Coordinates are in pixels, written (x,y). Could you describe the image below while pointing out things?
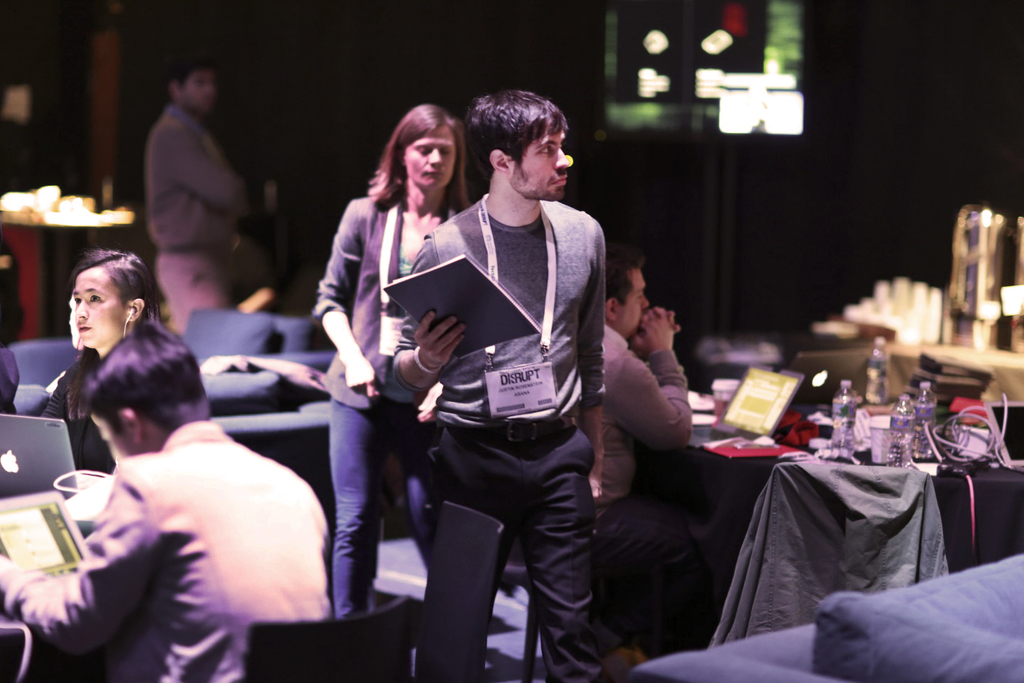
In the foreground (525,226) I can see three persons (123,477) are sitting on the chairs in front of the table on which there are laptops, bottles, wires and so on and three persons (336,300) are standing on the floor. In the background (454,92) I can see a wall (454,92) and a screen (717,103). This image is taken in a hall (285,411).
